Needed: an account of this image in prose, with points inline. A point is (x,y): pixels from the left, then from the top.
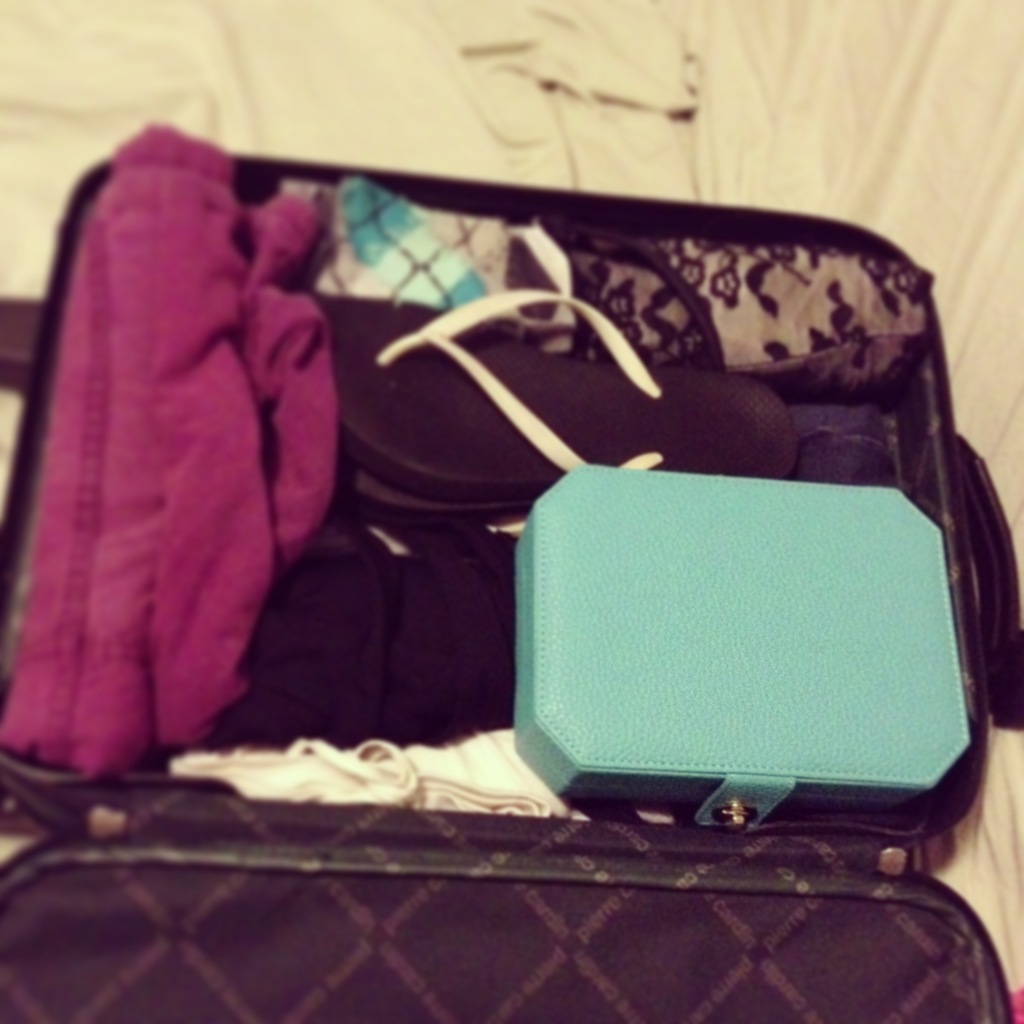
In this picture we can see a bag (338,901), clothing (239,595) and slippers (563,449).
